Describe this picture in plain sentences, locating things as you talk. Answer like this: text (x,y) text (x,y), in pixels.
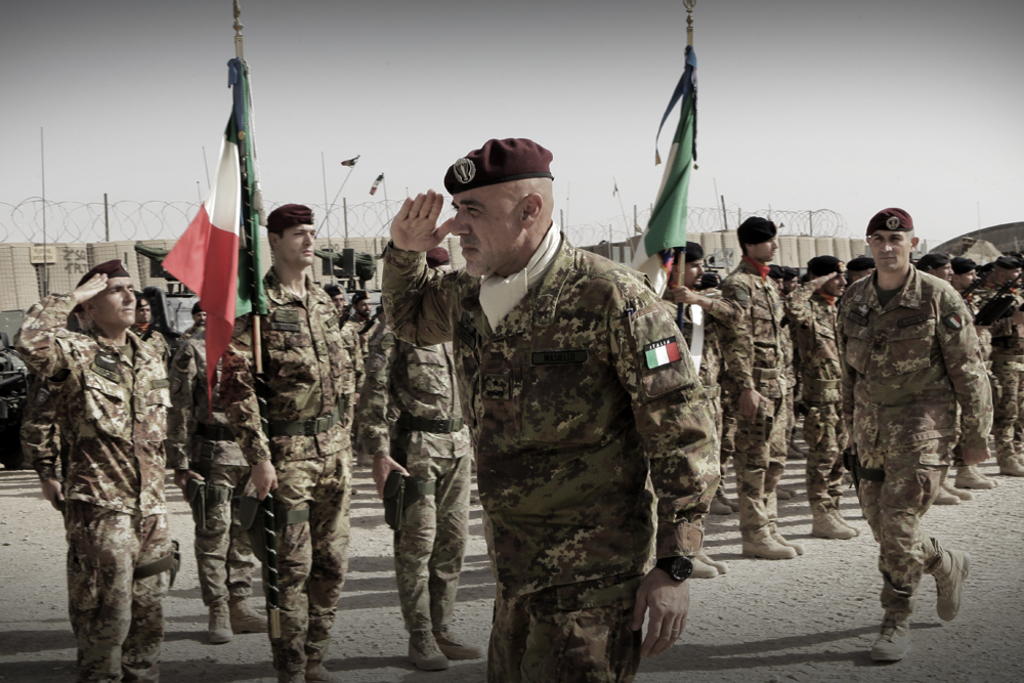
This is an outside view. Here I can see many people (651,398) are wearing uniform (590,398) and standing. Two men (633,313) are walking on the ground (765,641), two men (694,279) are holding flags (232,270) in their hands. In the background (36,259) there is net fencing (94,223). At the top of the image (495,70) I can see the sky (464,52).
